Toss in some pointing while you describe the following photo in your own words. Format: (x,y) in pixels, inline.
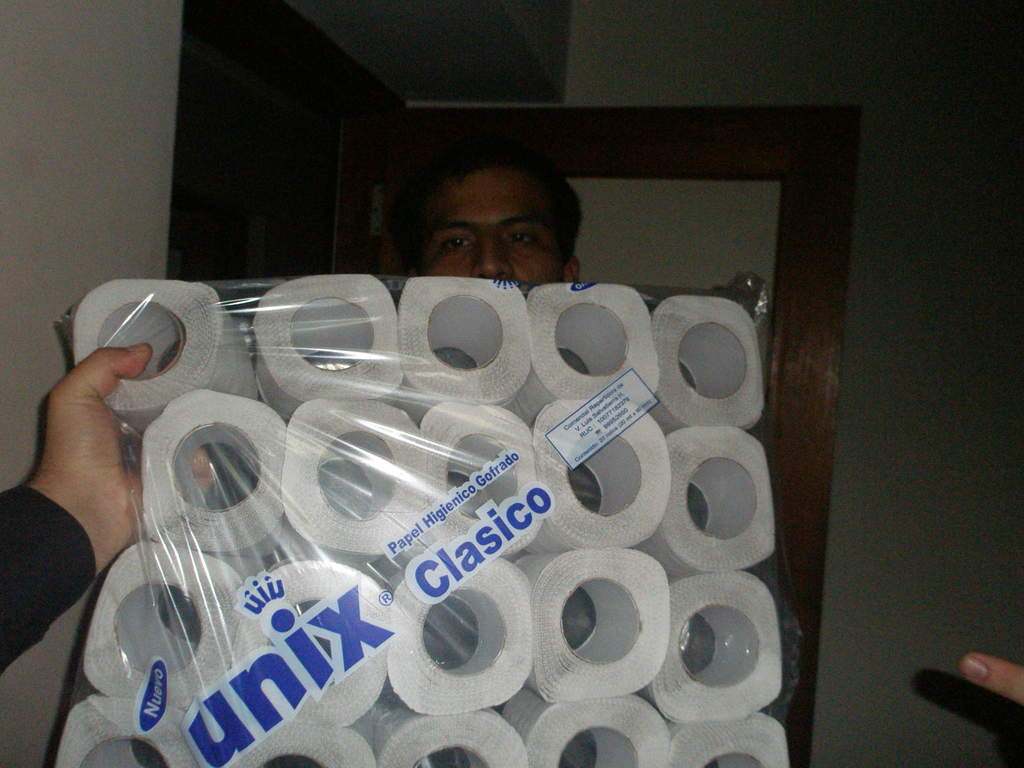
Here in this picture we can see a person (80,481) holding a cover of paper rolls (276,618) present over there and behind that we can see a person (412,242) standing over there.
